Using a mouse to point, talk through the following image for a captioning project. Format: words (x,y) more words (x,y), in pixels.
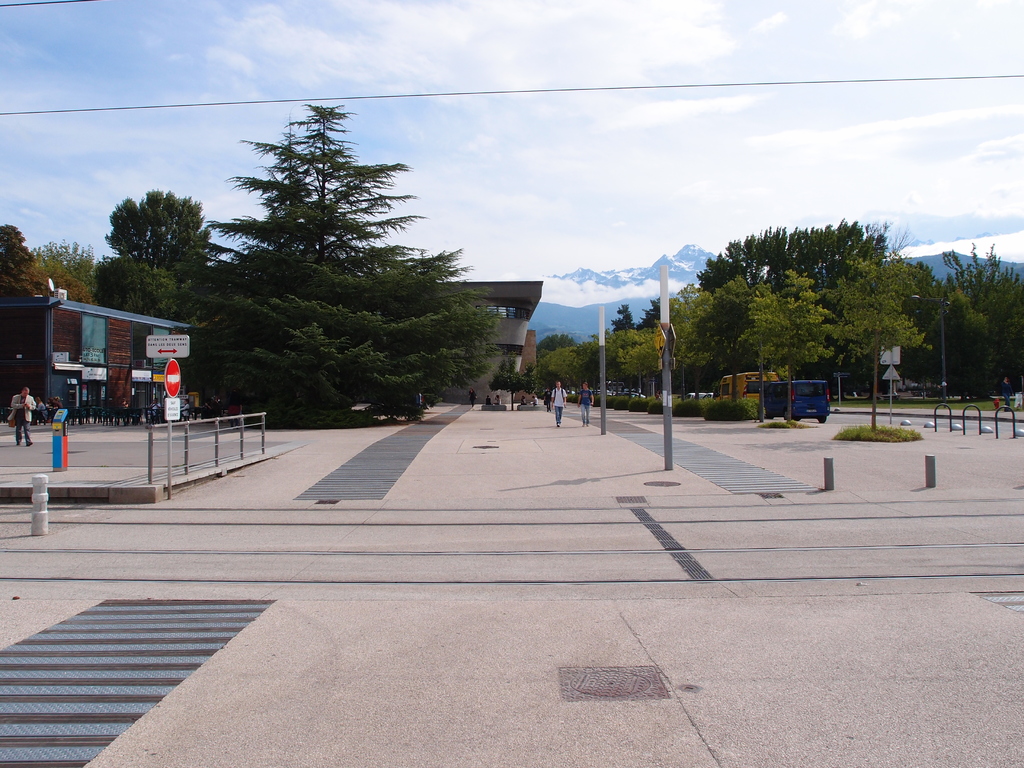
In the foreground of the picture (328,621) there are railway tracks (355,565), road (442,451), railing (201,460) and poles (667,427). In the center of the picture (423,355) there are trees (374,307), buildings (476,382), vehicles (781,400), grass (967,401) and people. In the background (625,282) there are mountains (624,277). Sky (561,291) is cloudy.
